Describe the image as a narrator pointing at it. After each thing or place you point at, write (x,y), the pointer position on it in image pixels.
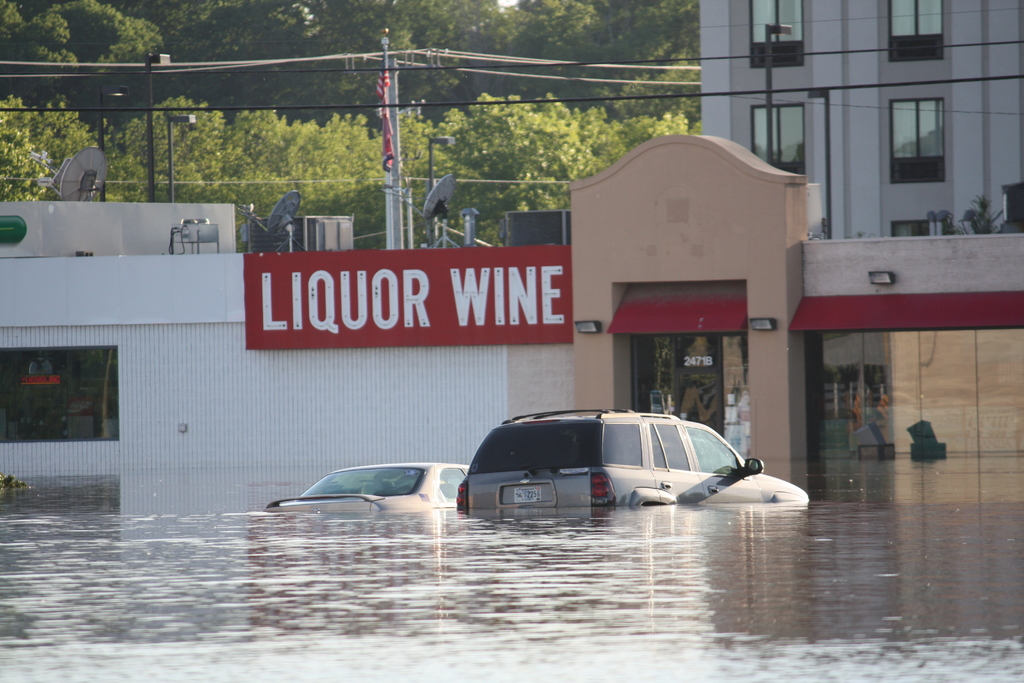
In the picture we can see flood (699,629) with some cars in it and behind it, we can see some shops (191,293) with a board (565,264) on it, we can see liquor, wine (544,307) and in the background (346,98), we can see some poles (163,57), buildings (759,133) with windows (923,155) and glass (804,158) to it and besides we can see trees (488,149).
